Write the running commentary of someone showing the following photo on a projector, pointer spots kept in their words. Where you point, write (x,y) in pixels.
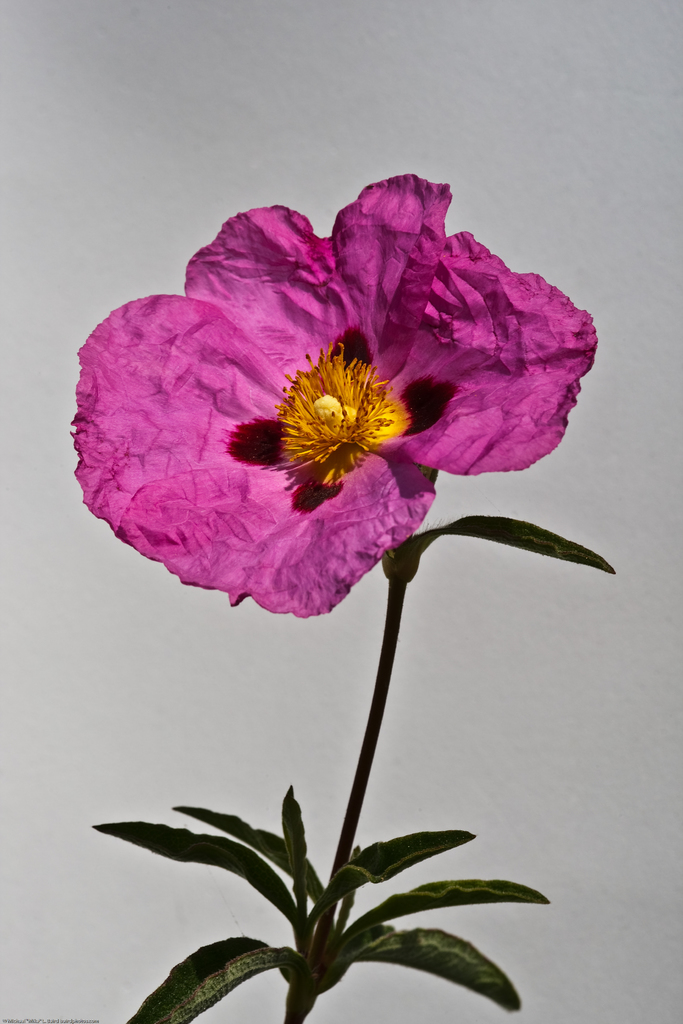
In the center of the image (268,420) there is a flower plant (183,507). The background of the image (98,62) is white.
